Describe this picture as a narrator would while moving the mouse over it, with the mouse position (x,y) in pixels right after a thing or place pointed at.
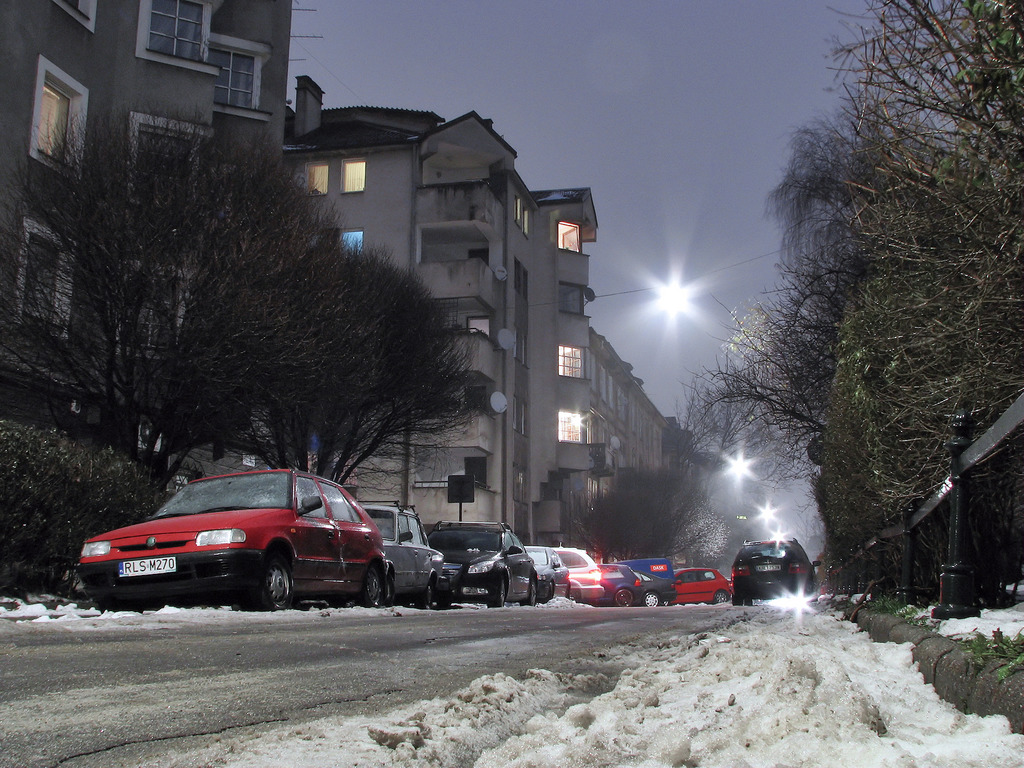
In this picture we can the sky (727,174), lights (674,293), buildings (479,417), windows (567,230), trees (135,139). We can see vehicles (594,562) on the road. On the right side of the picture (963,573) we can see the railing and tiny plants (972,642). At the bottom portion of the picture (597,708) we can see the road (440,644) and snow (741,707).
